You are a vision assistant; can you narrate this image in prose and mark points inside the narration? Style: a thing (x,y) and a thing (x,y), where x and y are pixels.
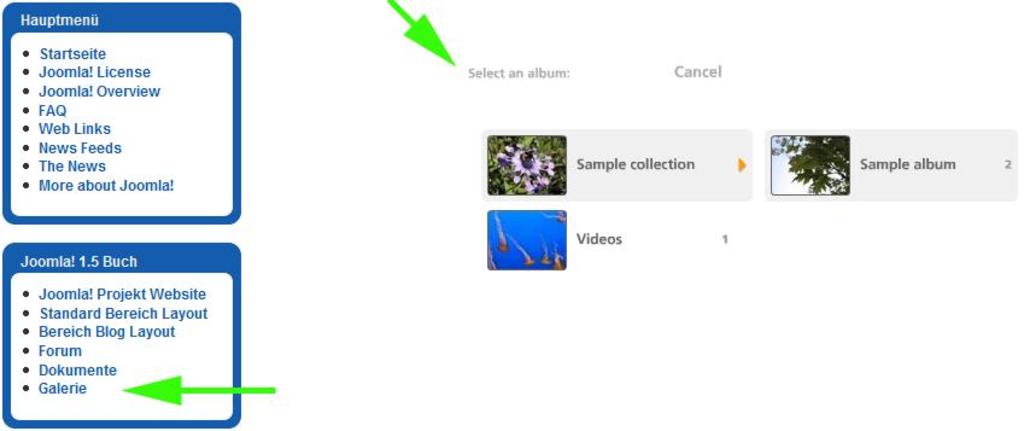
In this image I see 2 blue color boxes (84,150) in which there are words (124,90) written and I see 3 pictures (546,190) over here and I can also see few words (901,163) written over here and I see the green color arrows (403,8).
